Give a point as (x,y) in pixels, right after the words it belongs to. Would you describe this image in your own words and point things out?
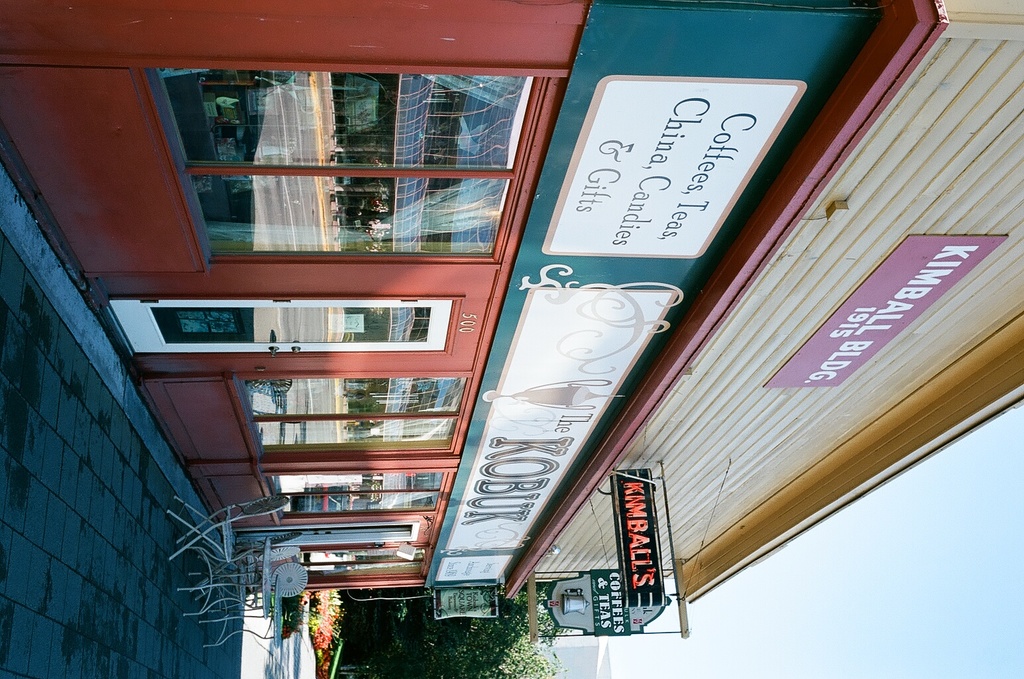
In the center of the picture (407,351) there is a building (413,486) with glass windows (310,388) and door (333,349), in front of the building (307,567) there are chairs (255,587) and a table (269,599). On the middle (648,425) there are boards (582,623). At the bottom (345,626) there are plants (376,649) and trees (460,656). Sky (856,550) is sunny.
